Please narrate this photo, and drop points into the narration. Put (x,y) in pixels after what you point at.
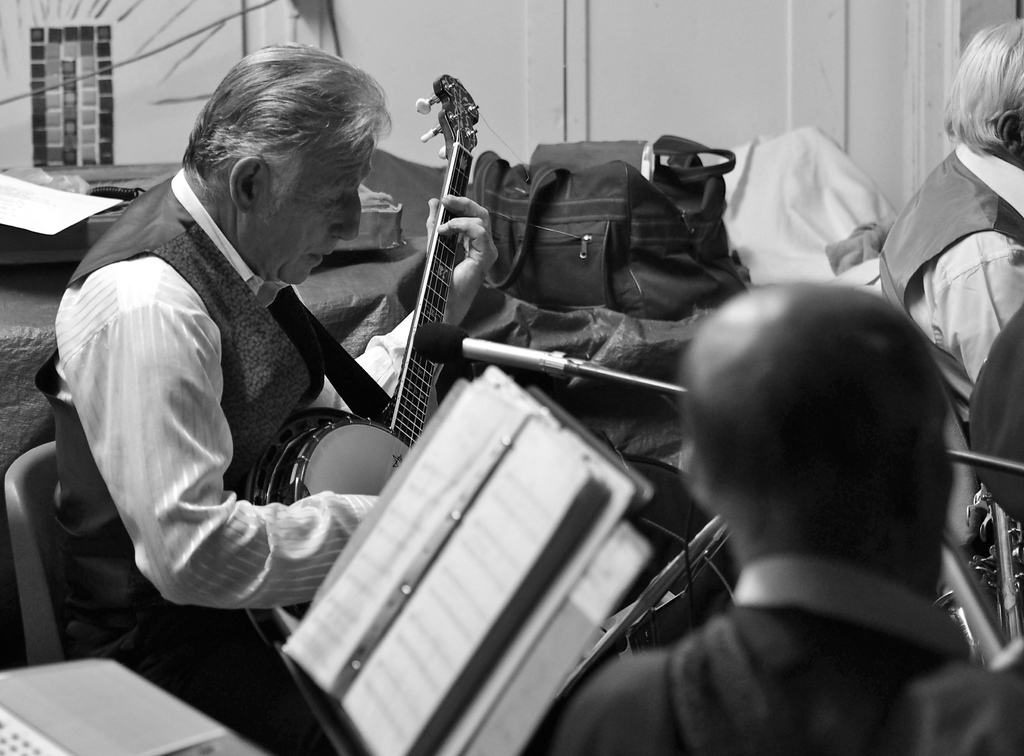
Here is a old man (121,464) who is wearing a coat (252,391), he is playing a banjo (422,381), there are some music notations (504,566) to the right side of the old man (330,561), beside the music notations (607,569) there is a person (879,602) with bald head (813,394), there is also a mike (477,349) and there is a bag (553,189) behind the old man (488,259), behind him there is a table (16,323) and in the background (740,39) there is a wardrobe (735,63).
